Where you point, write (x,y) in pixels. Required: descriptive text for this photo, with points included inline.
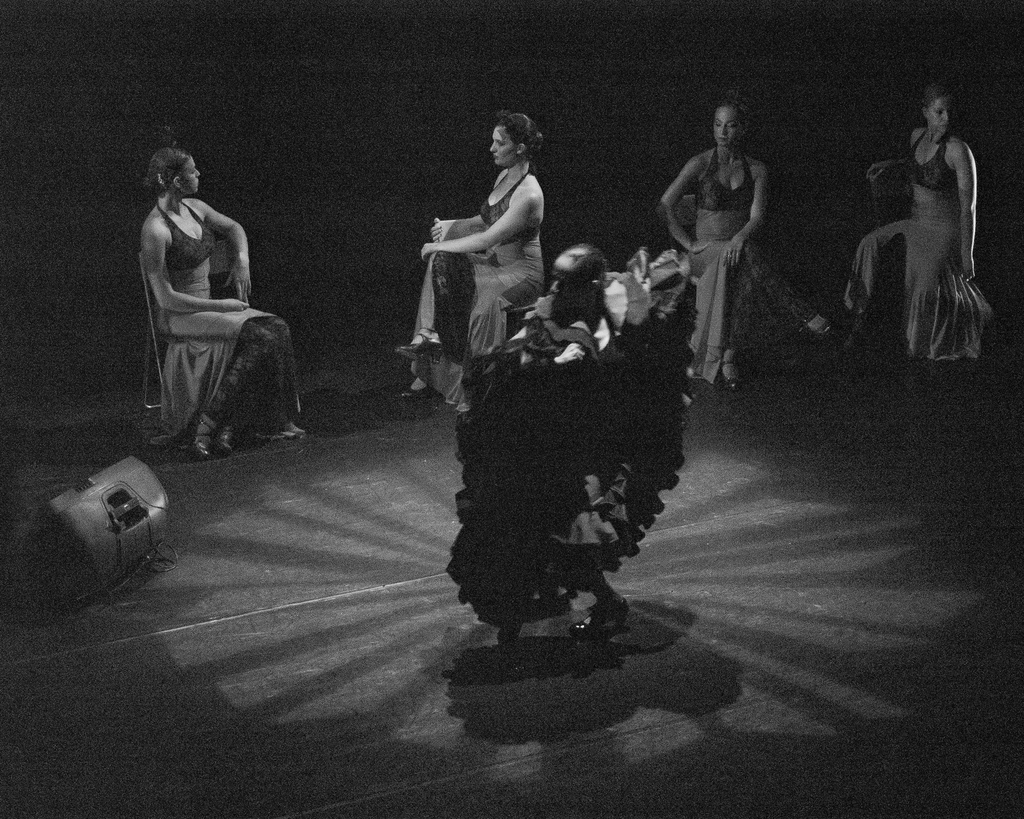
This picture describes about group of people (497,296), few are seated on the chairs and we can find an object (92,513) on the left side of the image (103,491), it is a black and white photography.
